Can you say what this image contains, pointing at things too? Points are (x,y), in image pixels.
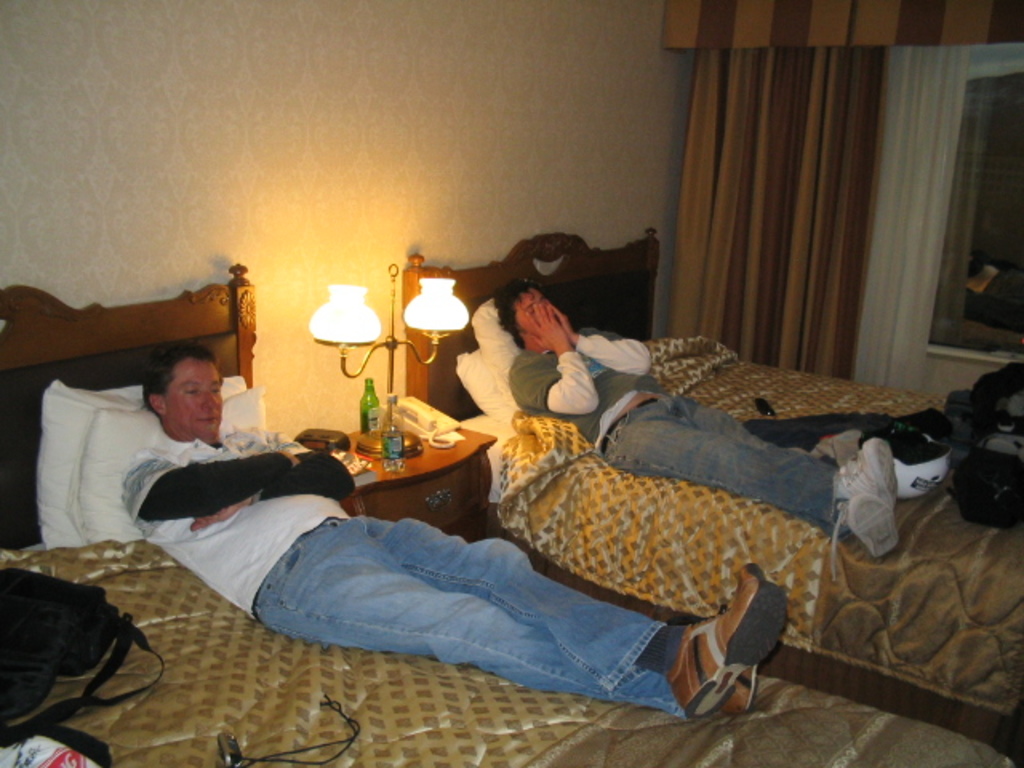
There are two men (370,540) laying on the bed (632,513). Between the beds (584,521) there is a small table (436,460) with a lamp (378,446), two bottles (375,415), telephone (428,416) are placed on it. I can see a bag (23,590) placed on the bed (203,719). These are the curtains (784,203) which are used to close the window (954,251).
